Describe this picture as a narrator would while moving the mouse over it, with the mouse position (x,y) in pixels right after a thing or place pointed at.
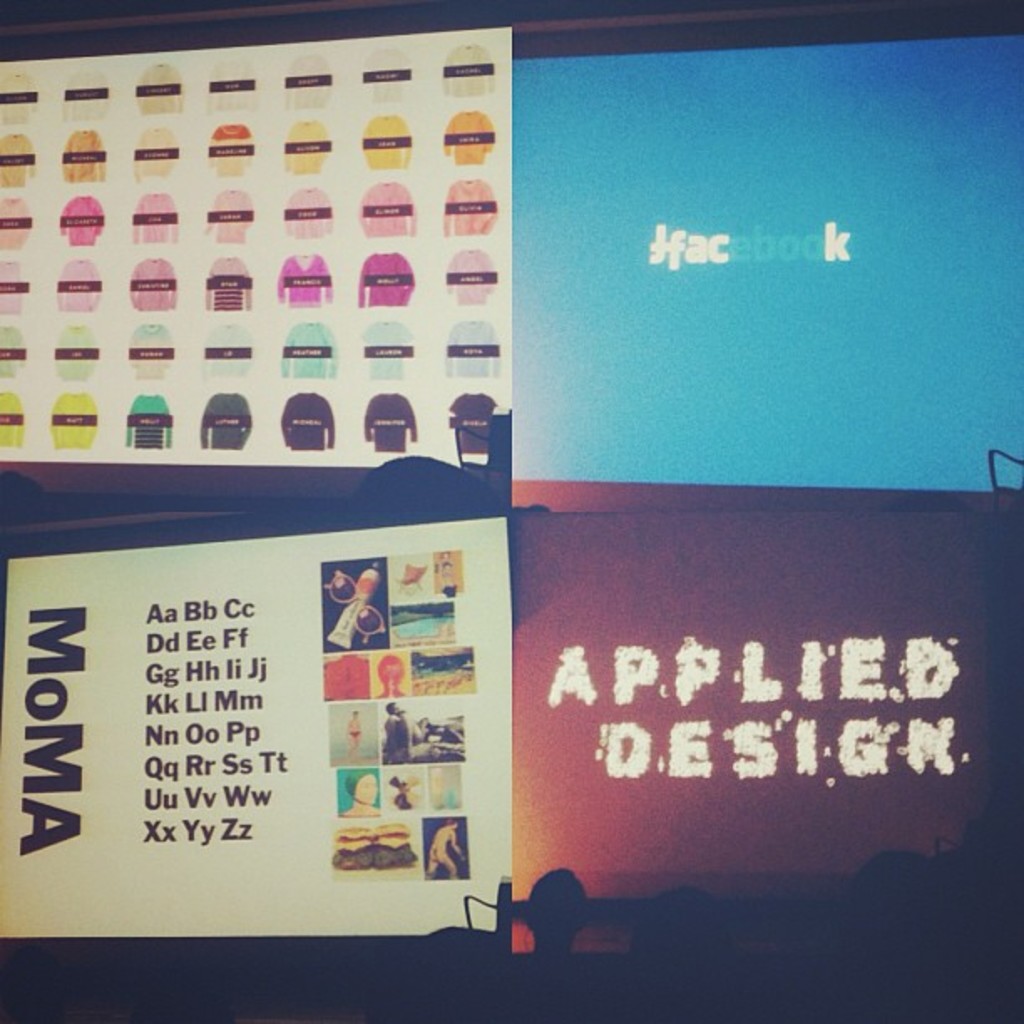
In this picture I can see boards (678,554) on which i can see some images (448,673) and logos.
